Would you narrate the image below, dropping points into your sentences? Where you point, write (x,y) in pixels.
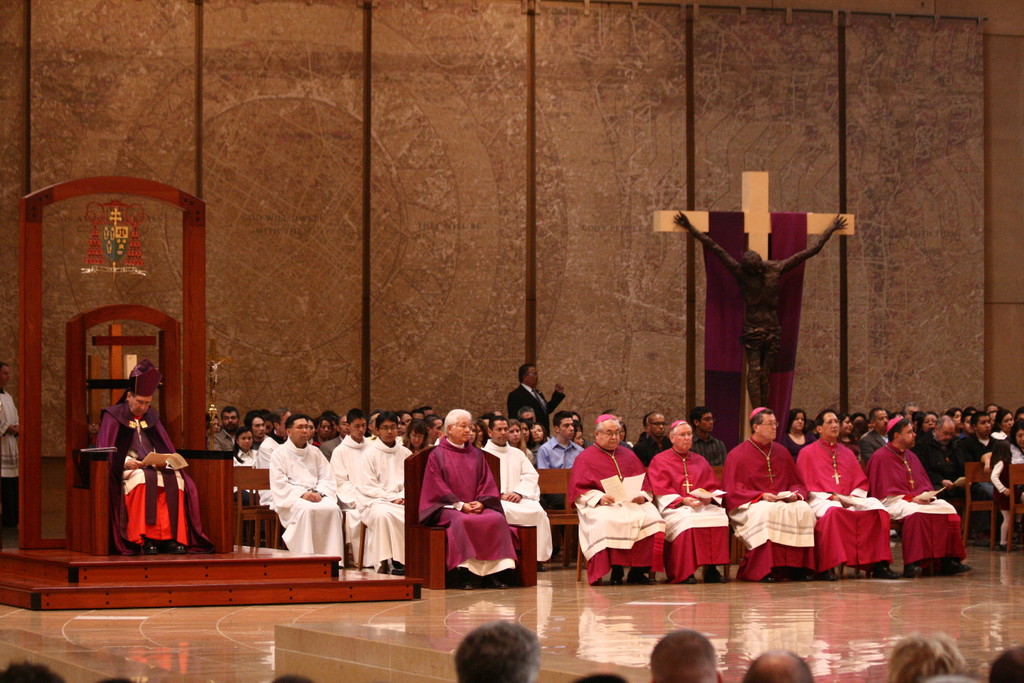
It is inside a church (313,261), there are many people (677,429) sitting on the benches (406,495) and in between them there is Jesus sculpture (753,265) and behind the sculpture (757,310) there is a wall (365,279) and on the left side (154,467) the father (149,475) is sitting on the special chair (77,431) and he is reading something.
